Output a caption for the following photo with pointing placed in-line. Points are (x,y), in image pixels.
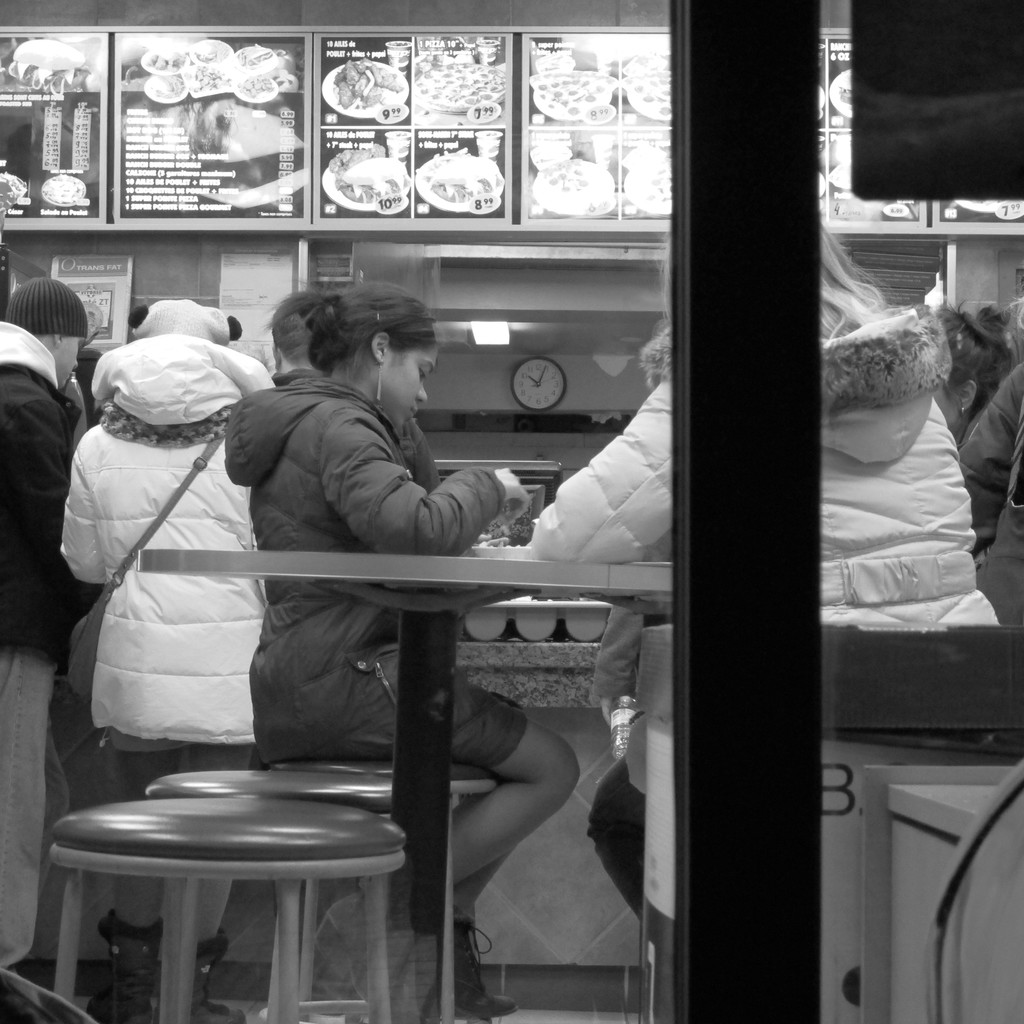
This picture is clicked inside a hotel (537,928). Here, we see two people (390,704) sitting on chair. Behind them, we see two people (106,499) standing. Behind those people (112,454), we see a wall clock (550,400) and a board (425,104) on which items (218,122) are displayed.
